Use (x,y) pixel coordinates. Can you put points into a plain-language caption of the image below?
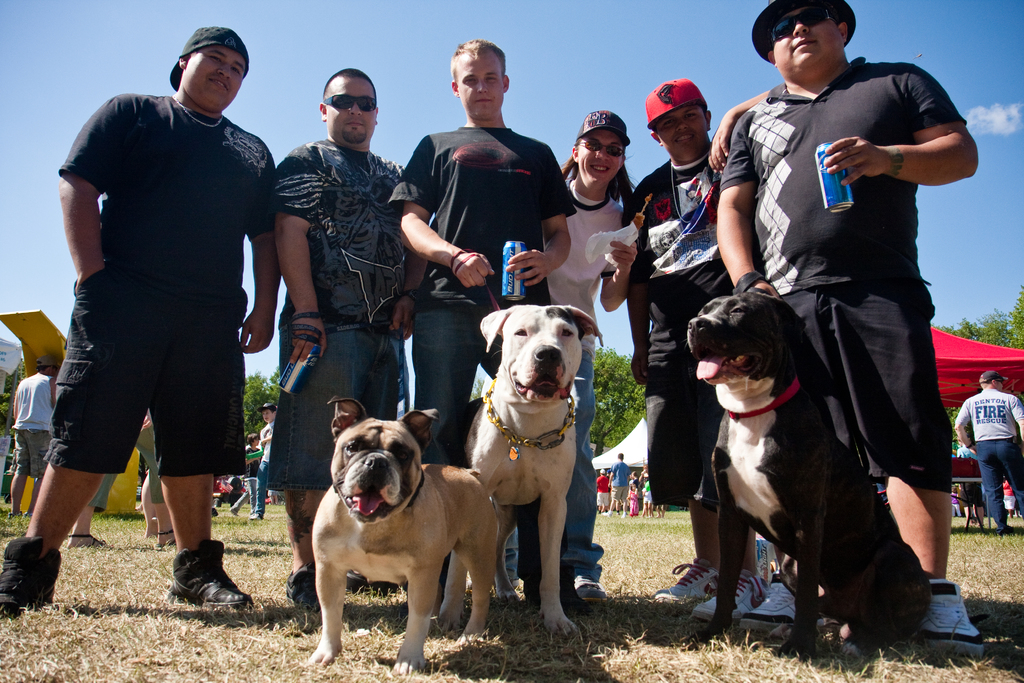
In this image consist of a group of people (733,234) standing behind the dogs (716,373) and on the grass (271,621) and back side i can see there is sky (971,252) and there is a tent (984,353) and on the tent (987,365) there are the persons (987,446) visible and some trees (251,404) visible on the background of the image (255,424).
